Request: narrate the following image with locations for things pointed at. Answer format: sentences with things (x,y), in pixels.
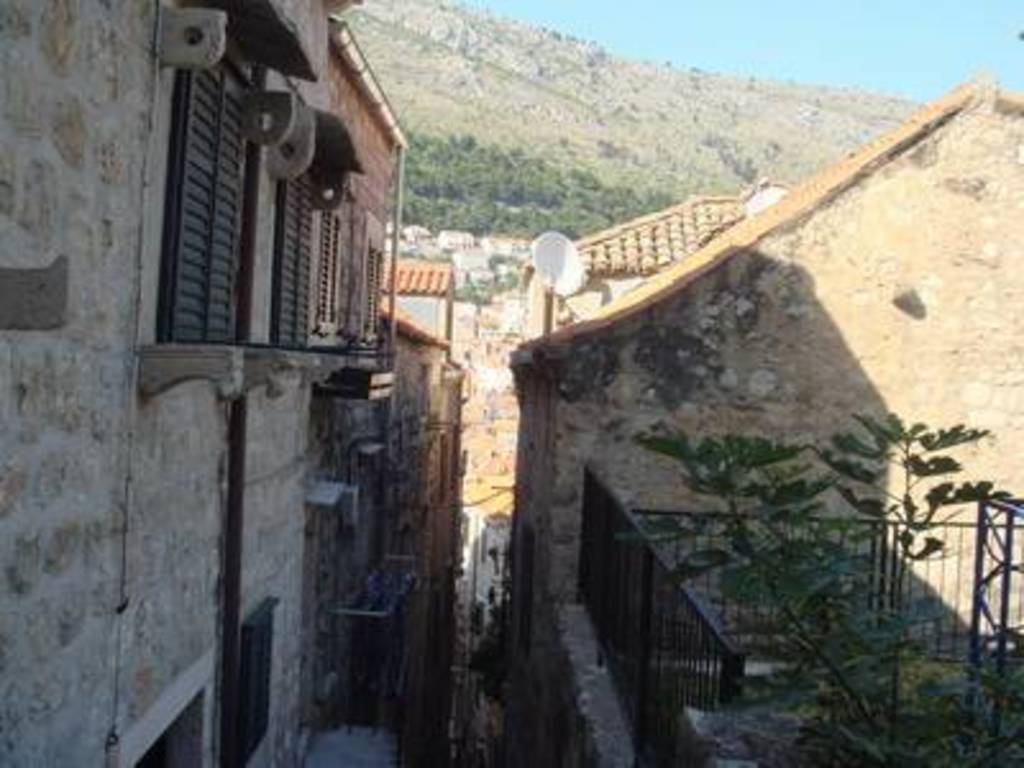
On the right side (780,512), we see the plants (938,703) and a railing (706,609). Beside that, we see a building (818,276). On the left side (144,302), we see the buildings (408,318). In the middle (505,304), we see the buildings (478,331) and a satellite dish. There are trees (488,185), rocks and hills (571,126) in the background (642,75). In the right top (766,71), we see the sky (766,71).
